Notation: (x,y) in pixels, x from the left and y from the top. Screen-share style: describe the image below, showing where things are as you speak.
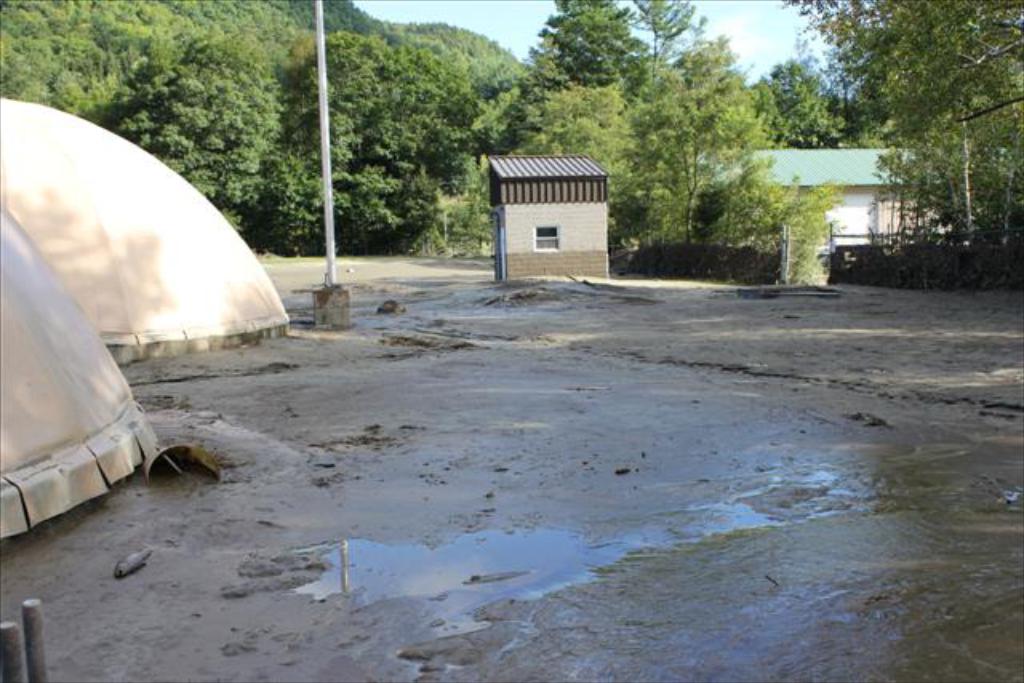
In this image we can see mud (339,650), tents (94,304), poles (324,156), sheds (797,163), and trees (488,180). In the background (710,34) there is sky (699,26).
